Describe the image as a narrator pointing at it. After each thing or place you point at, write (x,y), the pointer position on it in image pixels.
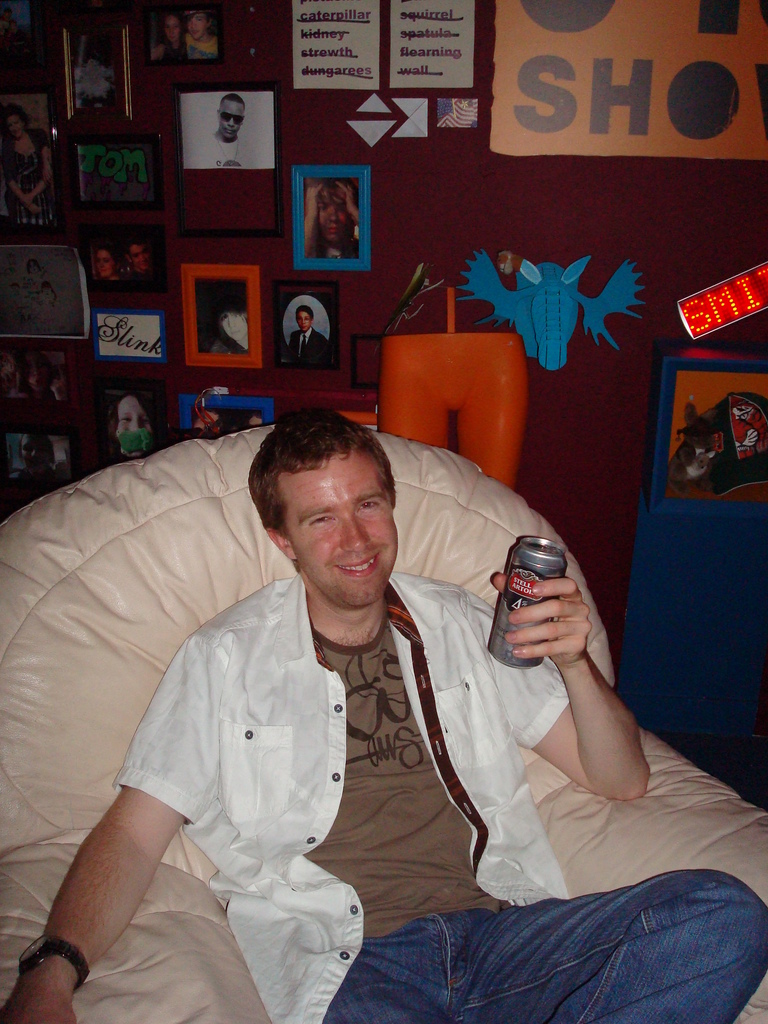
In this image we can see this person (239,739) wearing white shirt (311,830), T-shirt (411,877) and watch (78,978) is holding a tin (505,628) in his hands (553,587) and sitting on the chair (26,594). In the background (33,214), we can see many photo frames (294,337) and posters (555,17) on the wall (617,468).
